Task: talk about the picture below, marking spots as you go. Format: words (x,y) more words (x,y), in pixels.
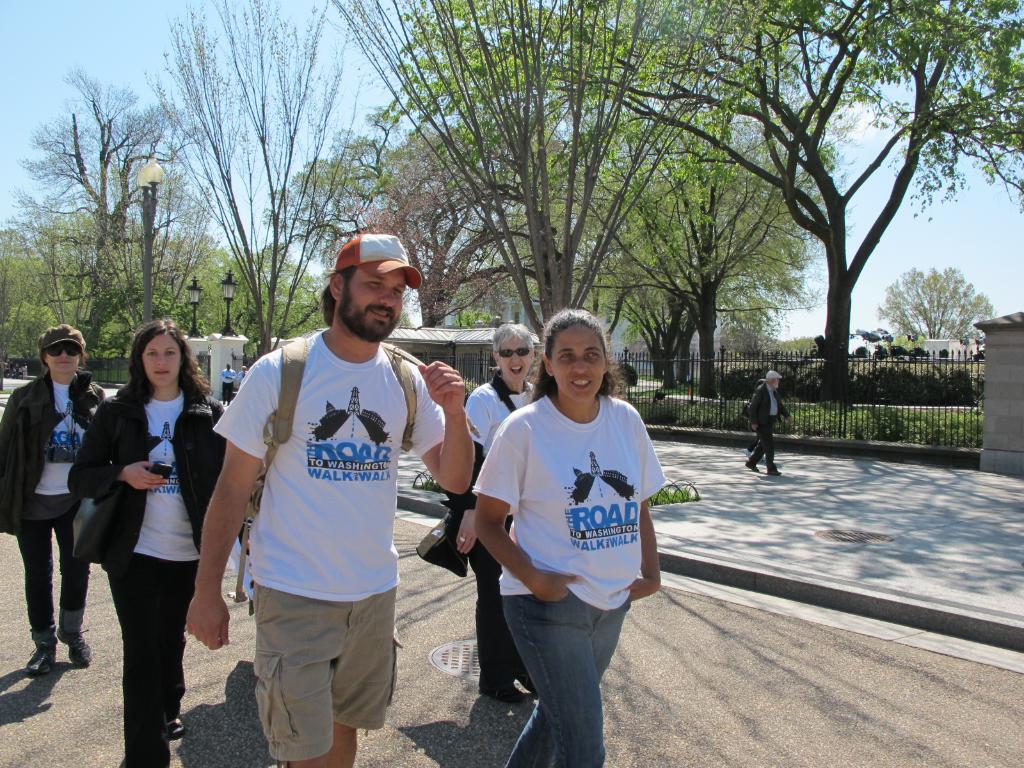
In this image I can see a man (305,428) and few women (573,439) are walking. I can see all of them are wearing white colour t shirt (333,460) and I can see few of them are carrying bags (93,541). I can also see something is written on their dresses (278,464). In the background (179,145) I can see number of trees (88,281), shadows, few poles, few lights (194,310), sky (898,234) and few more people (768,409).
